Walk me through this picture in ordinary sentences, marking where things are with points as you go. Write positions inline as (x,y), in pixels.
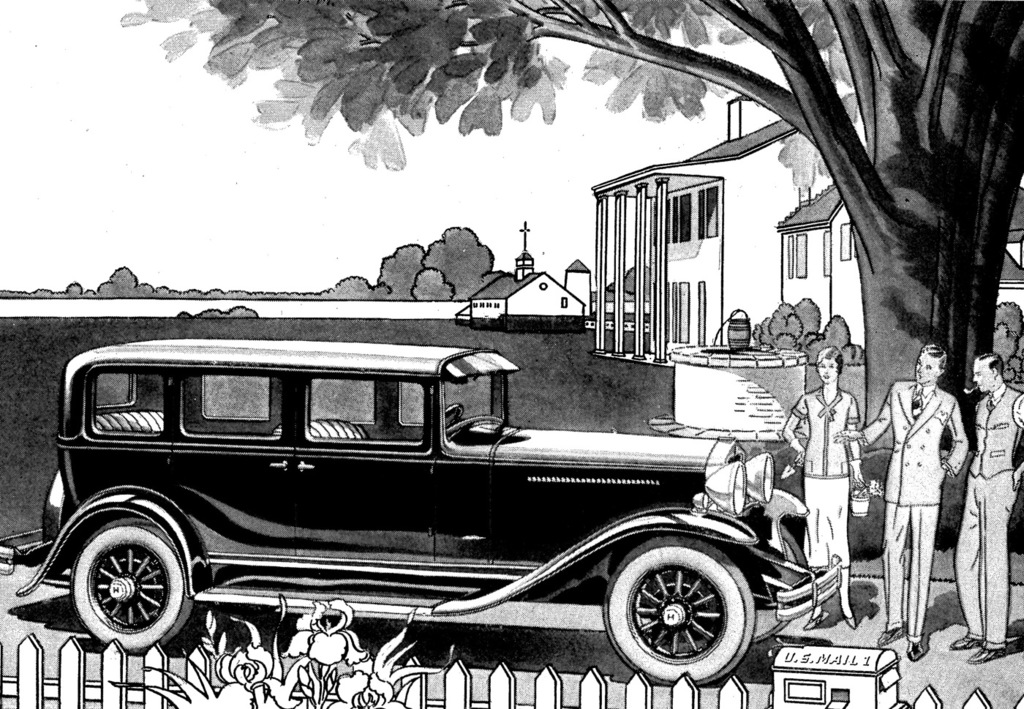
As we can see in the image there is a paper (310,187). On paper (154,287) there is a drawing (154,287) of fence (9,682), plants (291,691), trees (910,16), car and three people (914,481) standing on the right side (923,432).
